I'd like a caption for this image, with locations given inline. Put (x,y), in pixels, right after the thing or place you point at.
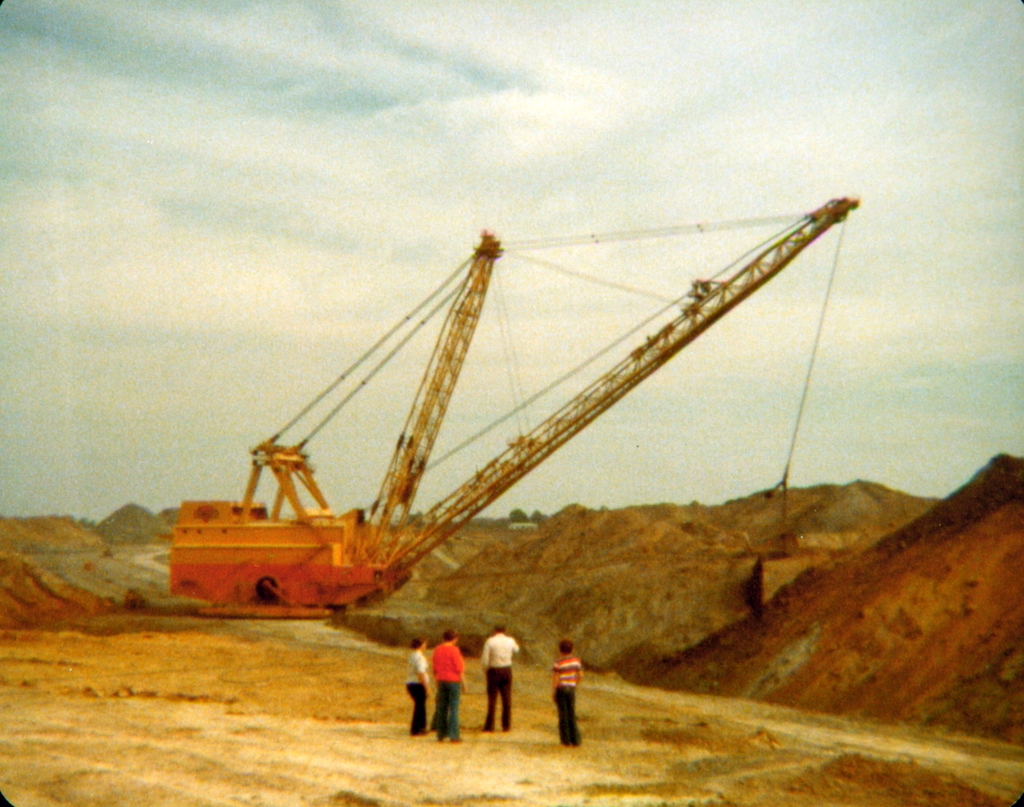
In this picture we can see group of people (493,669), they are standing in front of the crane (477,487).
